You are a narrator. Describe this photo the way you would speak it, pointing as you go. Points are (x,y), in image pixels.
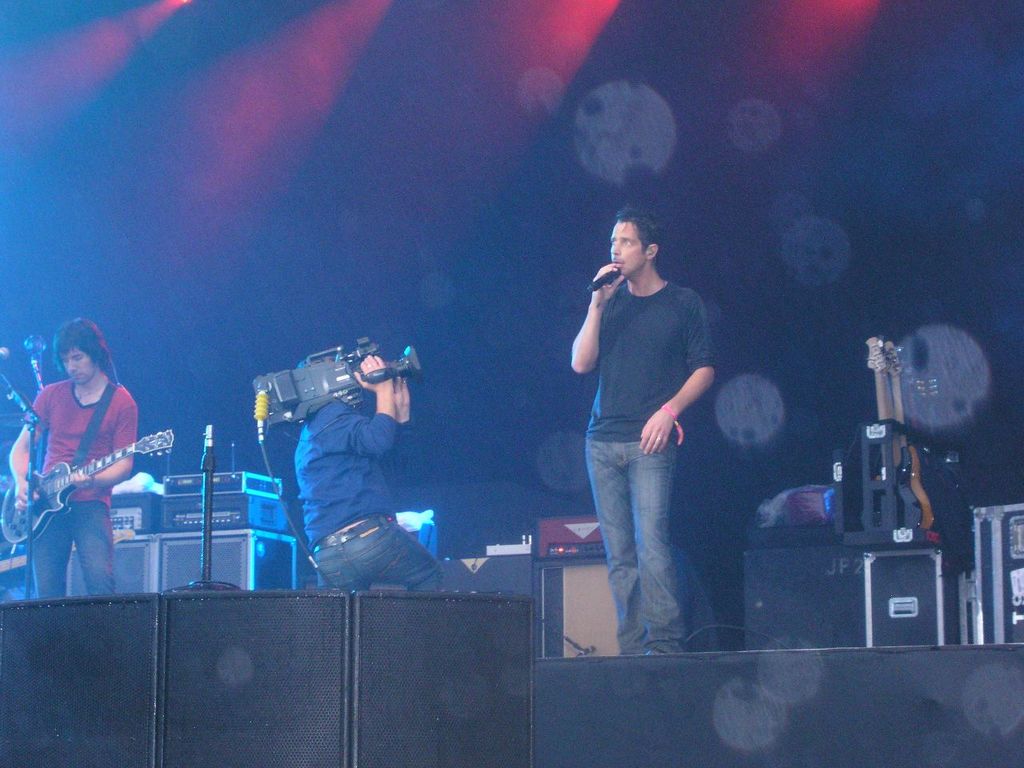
In this image I can see two men (595,458) are standing where one is holding a guitar (9,526) and another one is holding a mic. I can also see a person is holding a camera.
